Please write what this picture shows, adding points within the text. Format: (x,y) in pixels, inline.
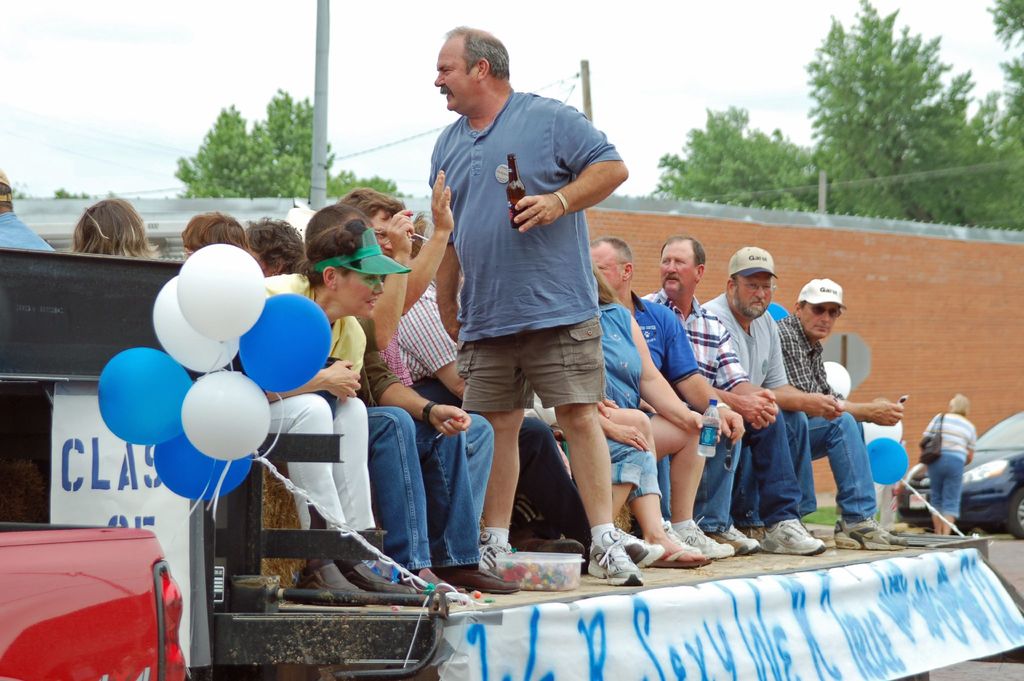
In this image, we can see people (595,274) and some are wearing caps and holding objects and there are balloons (230,436), banners (662,616) with some text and we can see a vehicle (343,549) on the road (1004,674) and there is a lady (971,432) wearing a bag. In the background (800,201), there are trees (785,151) and we can see poles (590,113) along with wires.
